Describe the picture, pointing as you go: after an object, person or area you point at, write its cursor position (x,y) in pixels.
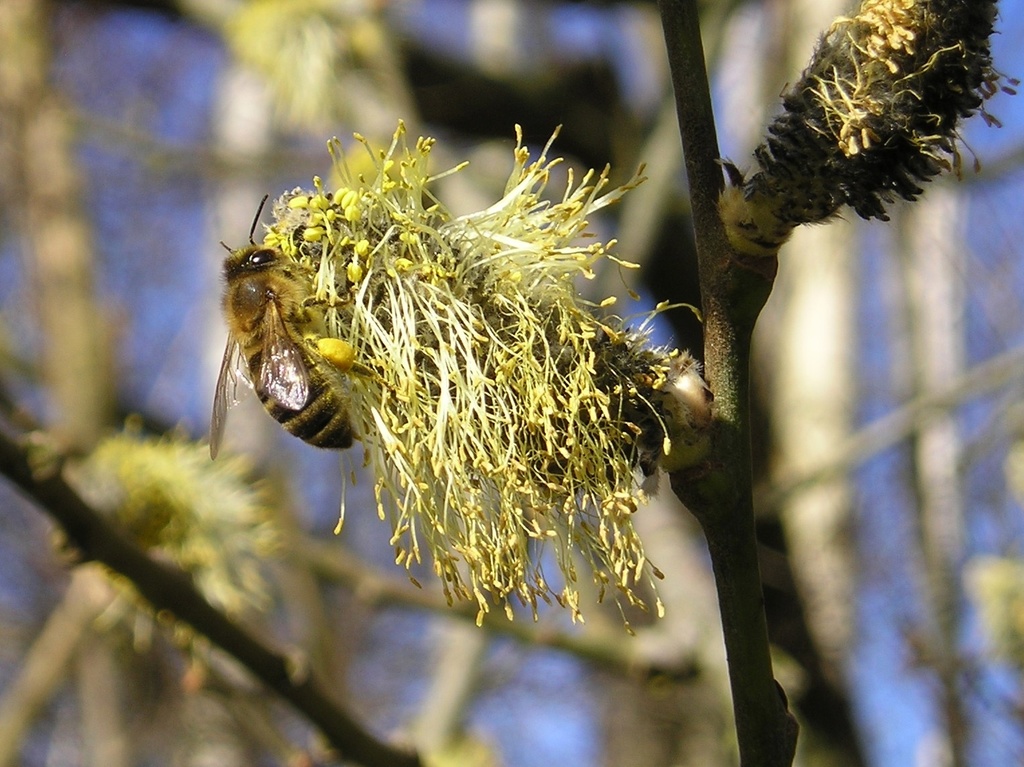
In this picture I can see there is a bee (303,341) sitting on the flower (360,334) and the flower (522,312) is attached to the stem (726,276) and there are many other flowers (217,492). The backdrop (982,706) is blurred.
